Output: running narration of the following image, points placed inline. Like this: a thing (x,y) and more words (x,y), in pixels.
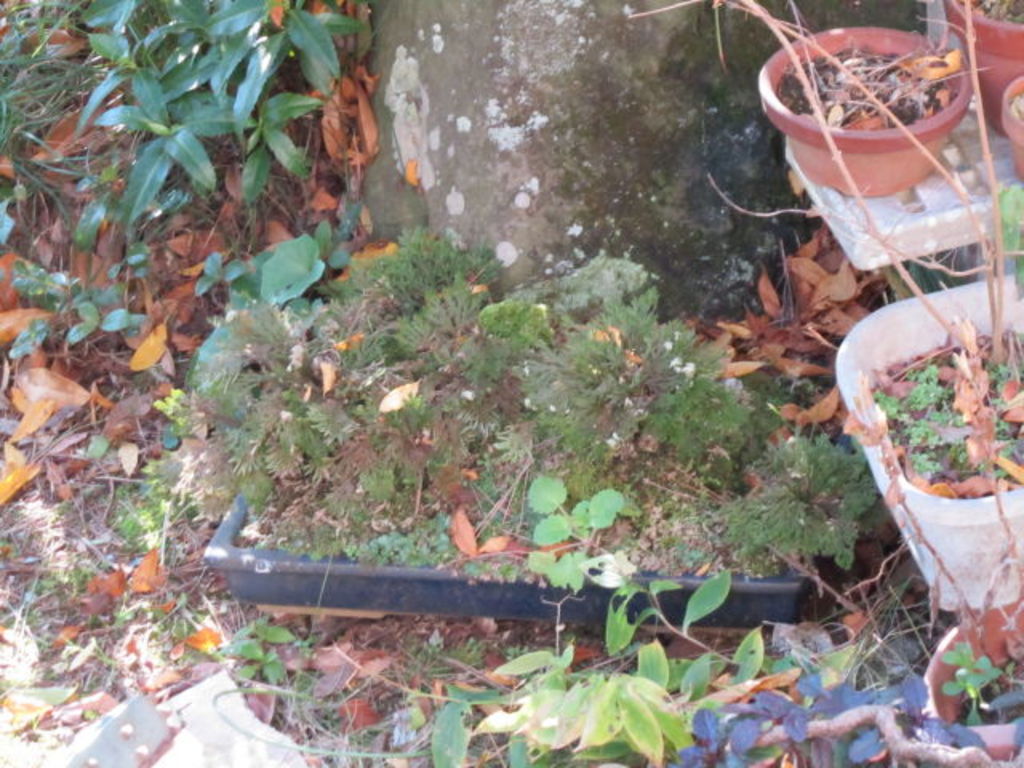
In this image we can see pots (336,576) with plants (591,405). On the ground (190,216) there are dried leaves (14,247). Also there are few other plants (152,484). In the back (636,195) there is a small wall (513,175).
